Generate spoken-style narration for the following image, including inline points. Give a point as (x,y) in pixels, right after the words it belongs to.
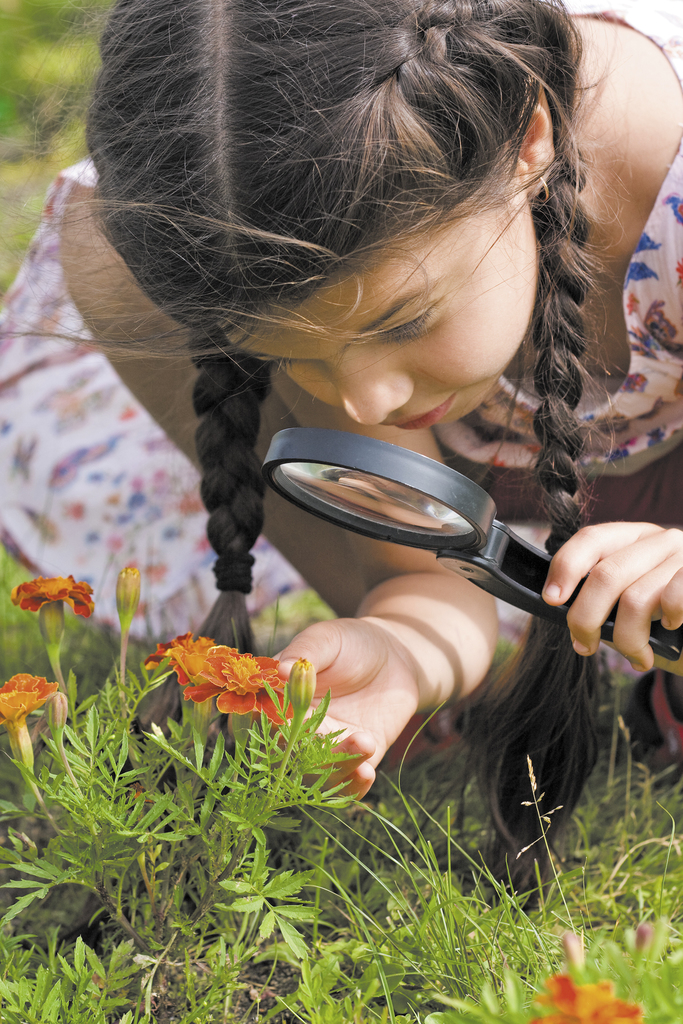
This picture is clicked outside. In the foreground (211,800) we can see the flowers (36,591), buds (50,716) and plants (452,902). In the center (377,352) we can see a girl (200,163) seems to be kneeling on the ground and holding a magnifying glass (382,515), and in the background (36,61) we can see some other items (19,66).
